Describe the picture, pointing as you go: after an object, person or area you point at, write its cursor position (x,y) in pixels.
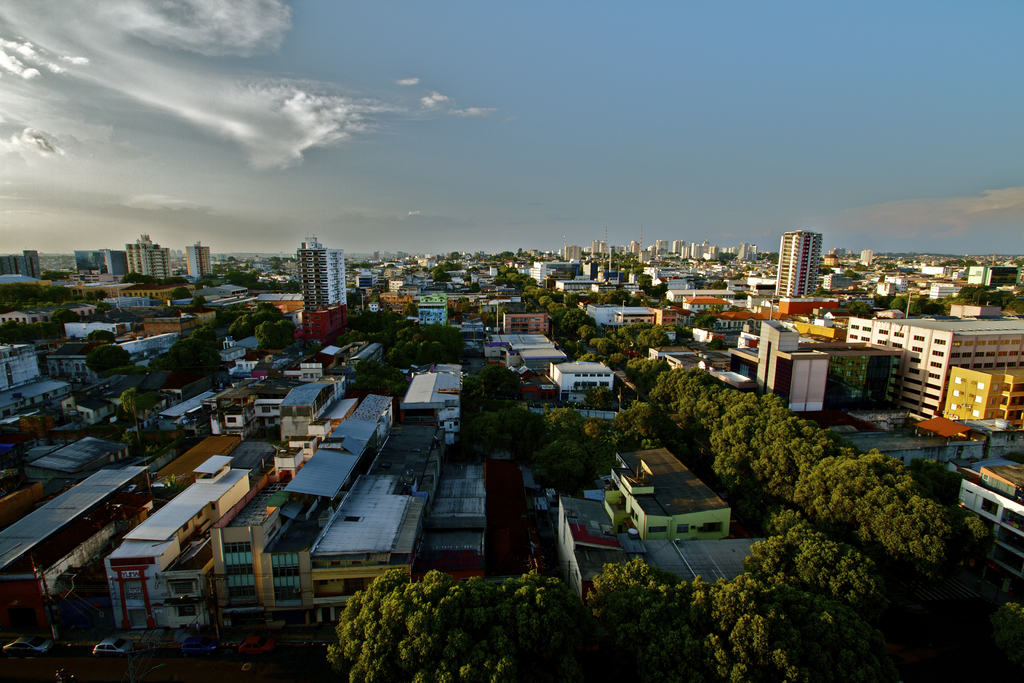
This image is clicked from a top view. There are many buildings (199,497) and trees (743,605) in the image. In the bottom left (200,655) there are vehicles (213,651) moving on the road (266,673). At the top (449,144) there is the sky (524,115).
